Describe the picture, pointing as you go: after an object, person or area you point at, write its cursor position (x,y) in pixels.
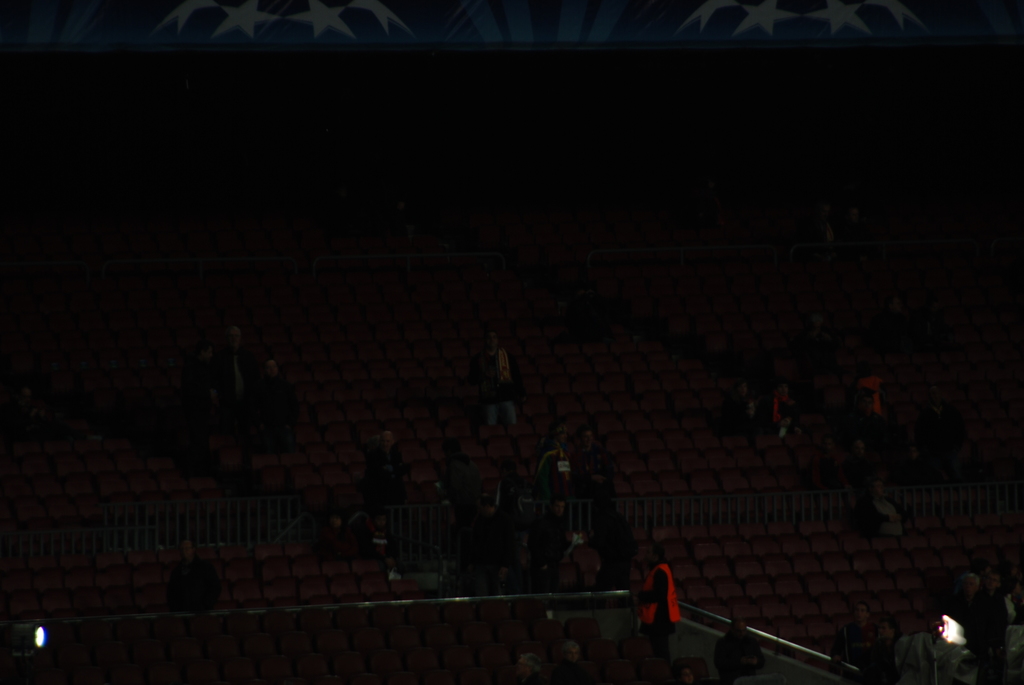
In this image I can see a person (656,588), chairs (715,573), lights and other objects (445,564). This image is dark.
